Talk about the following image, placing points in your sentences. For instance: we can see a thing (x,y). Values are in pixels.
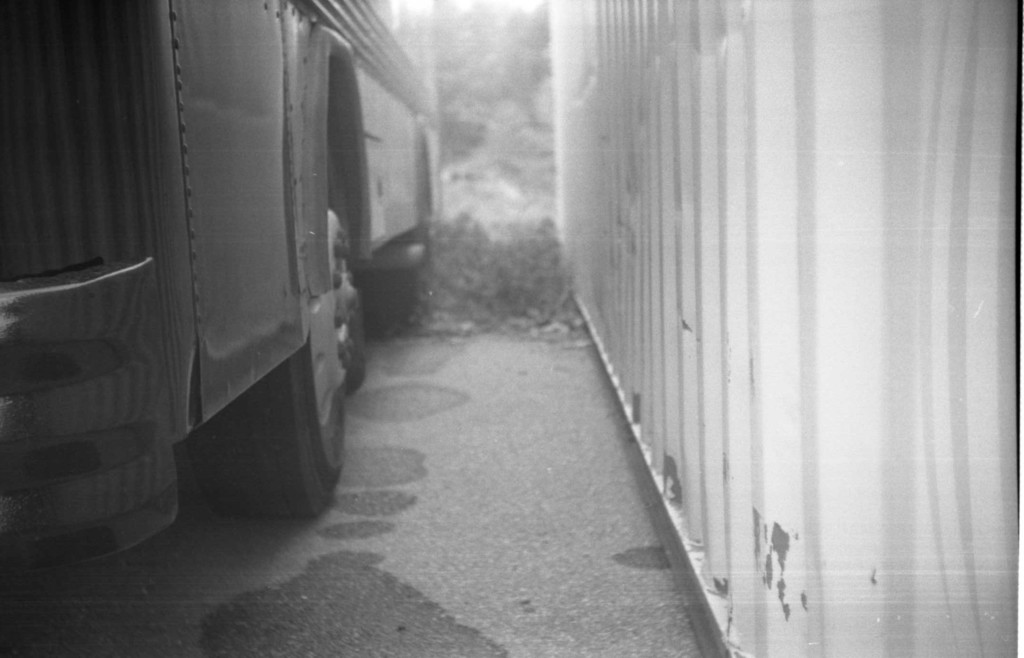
In this image I can see the black and white picture in which I can see a vehicle (190,301) on the ground (452,444) and a white colored object (782,156). In the background (514,134) I can see few trees (514,118).
